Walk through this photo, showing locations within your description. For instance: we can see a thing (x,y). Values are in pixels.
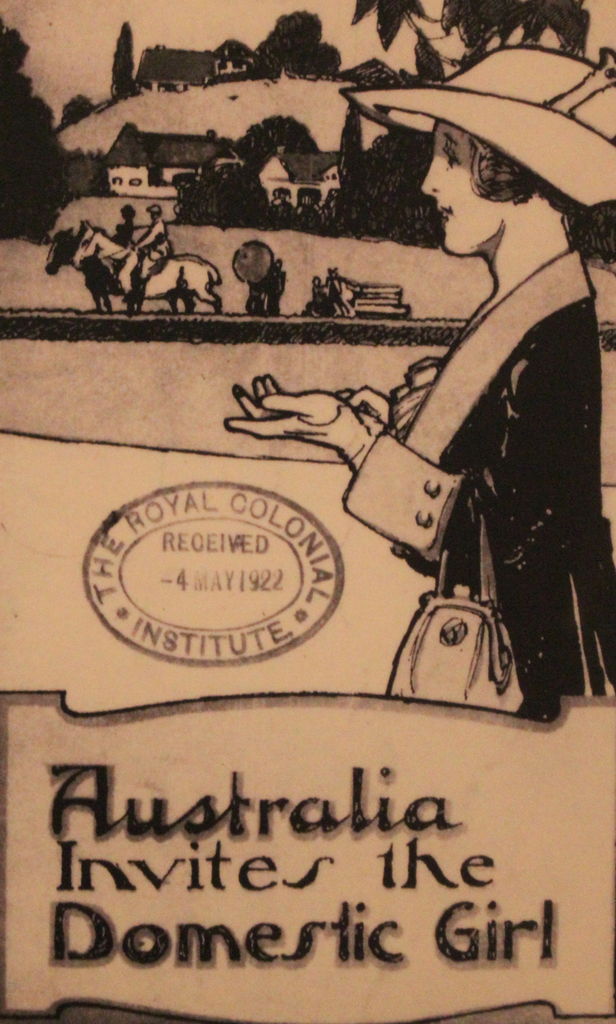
In this image we can see drawings (391,336) of a person (276,431), houses (293,197), trees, few persons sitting on the animals (127,257) objects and texts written on a board (165,707). There is a stamp (128,580) on the image.
